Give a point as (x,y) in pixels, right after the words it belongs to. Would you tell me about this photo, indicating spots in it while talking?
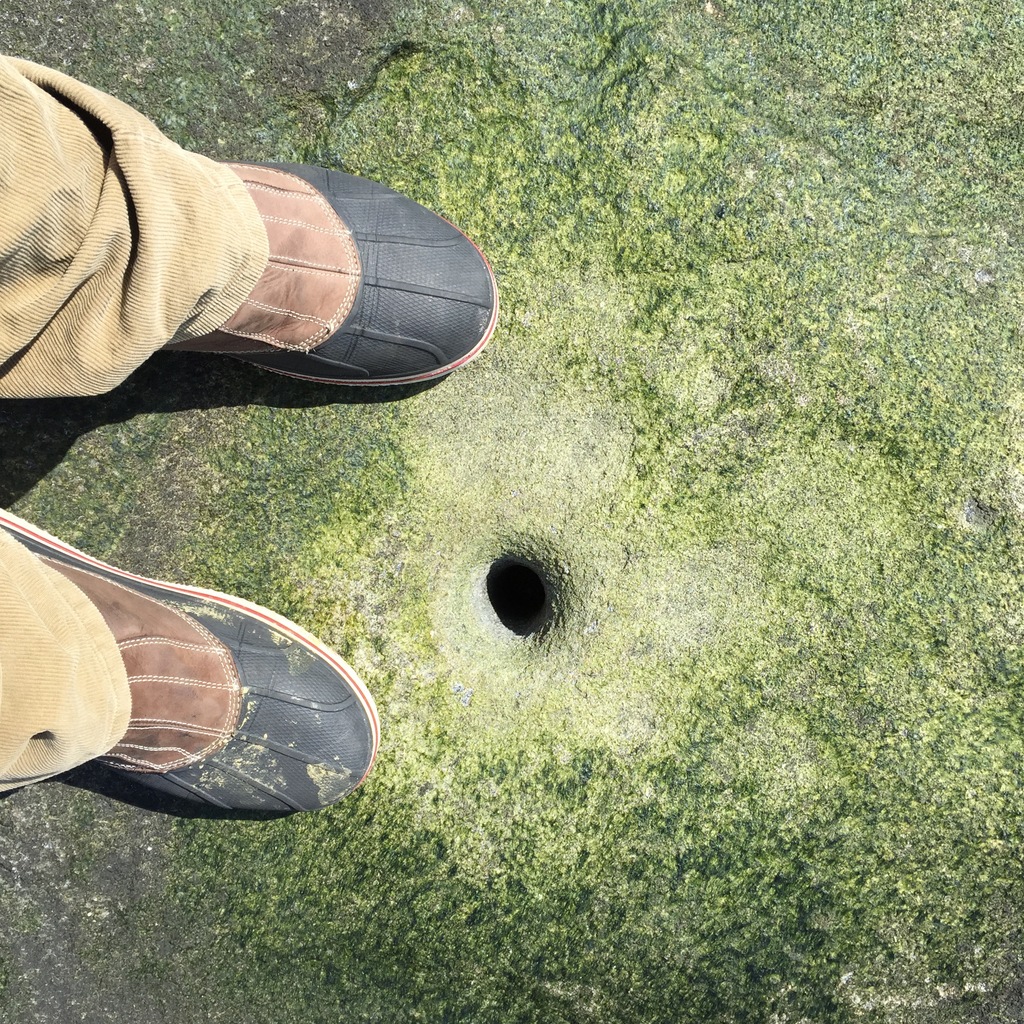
Here we can see legs (349,253) of a person (363,285) and there is a hole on the ground (650,629).
